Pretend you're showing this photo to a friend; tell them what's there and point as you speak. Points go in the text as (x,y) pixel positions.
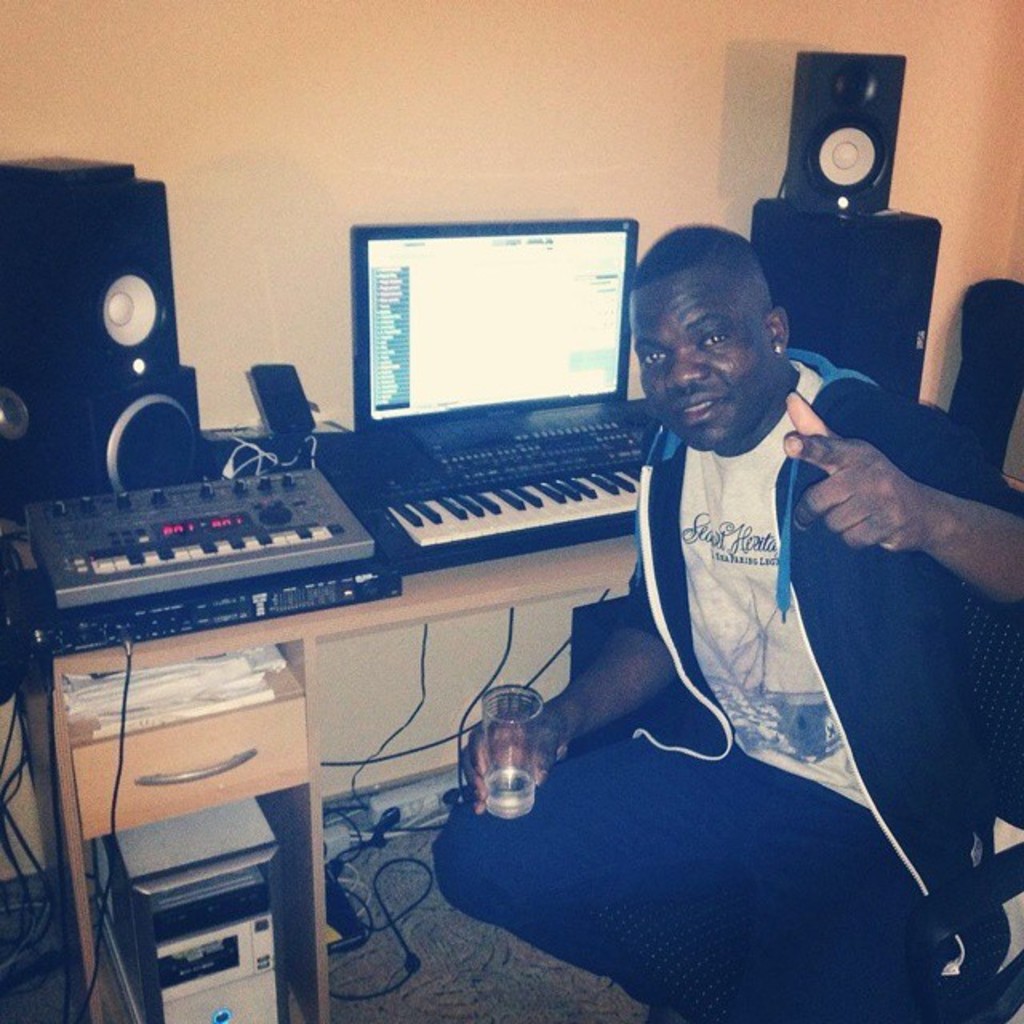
In this image, In the right side (967,739) there is a man (869,569) sitting on the chair (1000,646) and he is holding a glass (508,782), In the background (584,288) there is a computer (390,416) which is in black color and there is a keyboard (540,495) in white color, There are some speakers (113,359) in black color, There is a table (236,773) in yellow color, There is a wall (311,97) in yellow color.
